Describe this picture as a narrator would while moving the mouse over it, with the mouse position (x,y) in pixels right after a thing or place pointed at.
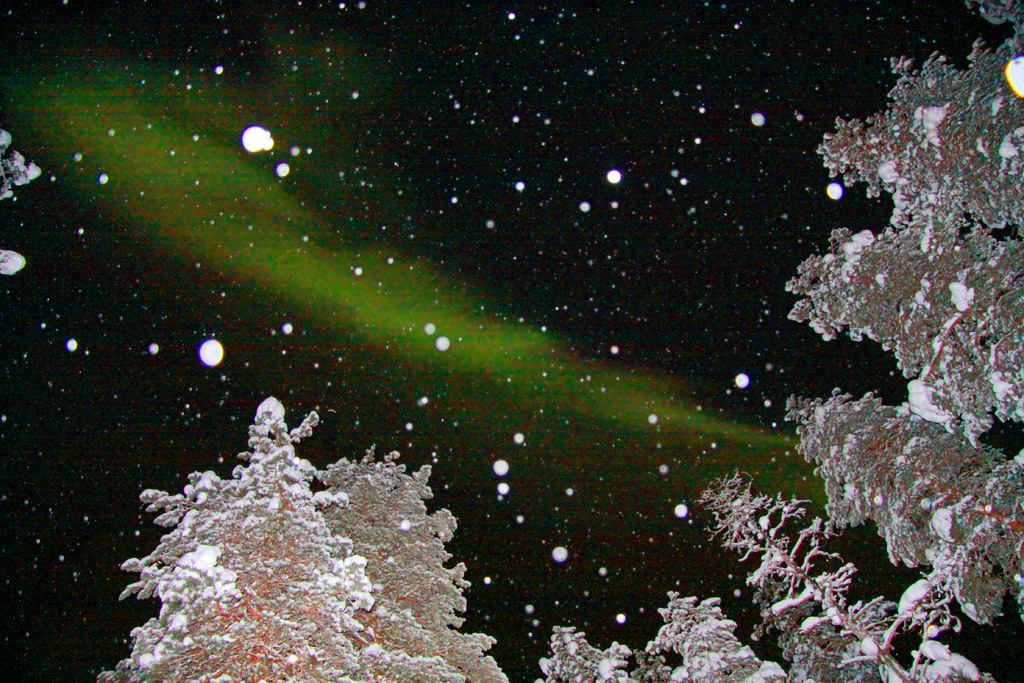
In this picture I can see there is a few trees (417,574) and they are covered with snow (979,267) and there is snowfall (243,270).
